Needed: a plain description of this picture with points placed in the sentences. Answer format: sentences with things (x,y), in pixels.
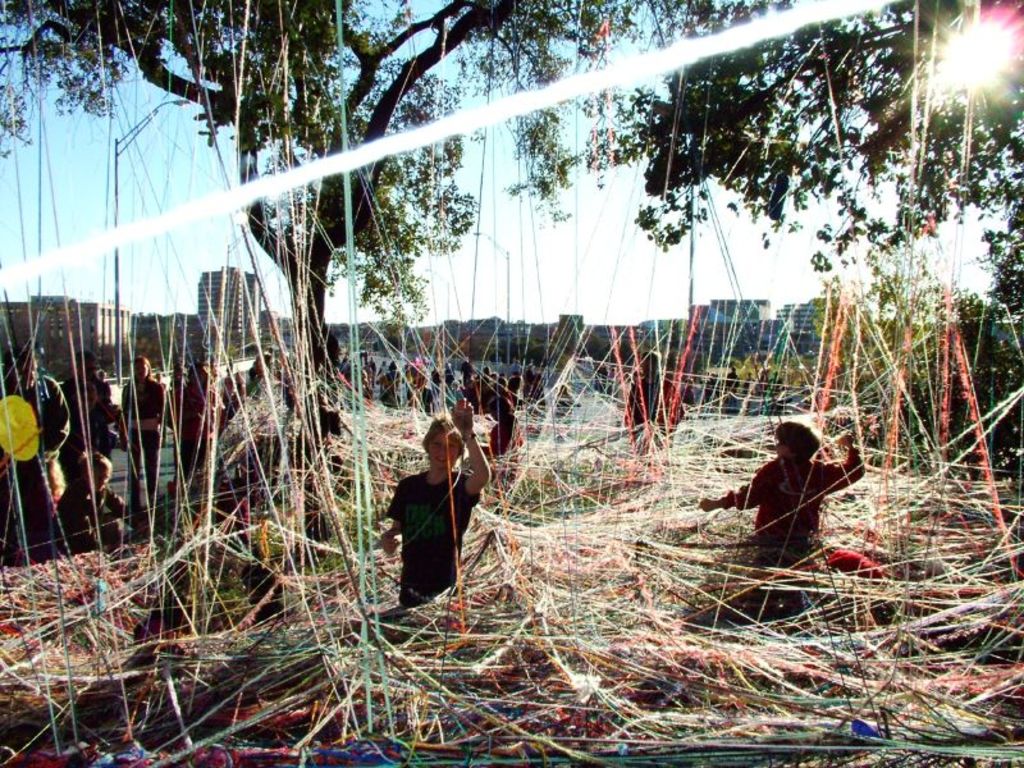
There are groups of people (433,524) standing. I think these are the threads (387,600). I can see a tree (324,26) with branches (543,59) and leaves (353,94). In the background (72,312), these look like the buildings (767,321).
